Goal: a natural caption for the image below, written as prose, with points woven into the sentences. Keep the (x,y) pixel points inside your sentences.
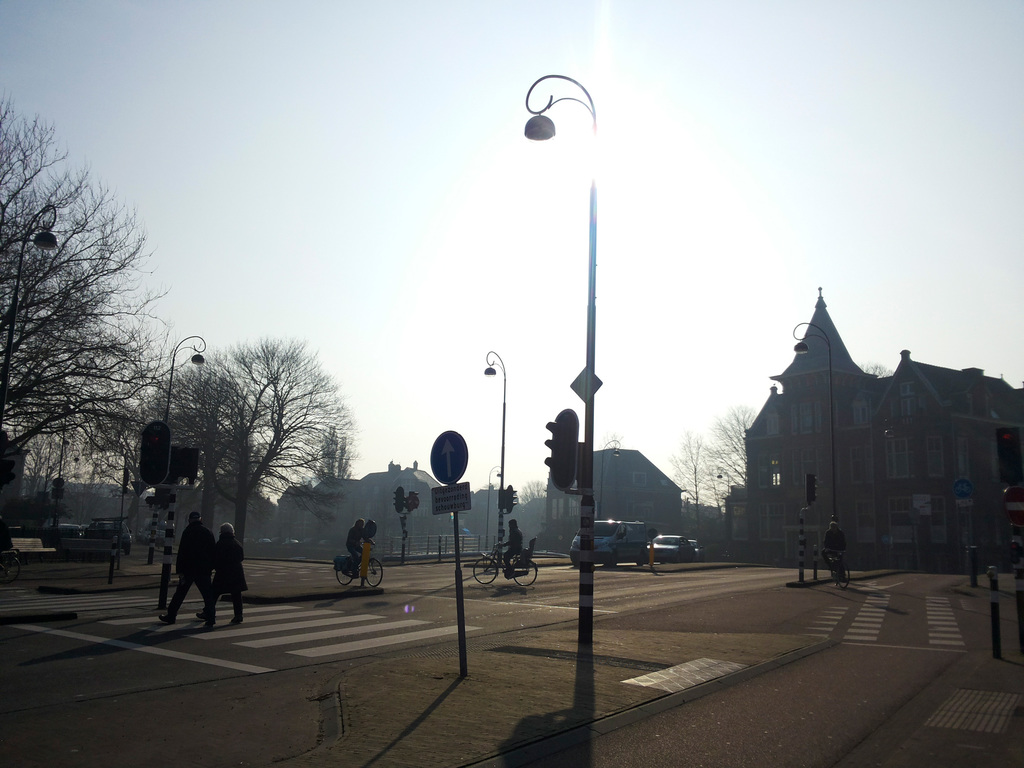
This picture is clicked outside the city. Here, we see three men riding bicycles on the road (446,582). We even see two people (235,611) crossing the road (367,645). There are vehicles (610,536) moving on the road (554,579). In the middle of the picture (568,494), we see traffic lights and we even see street lights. There are many trees (237,473) and buildings (751,472) in the background (769,528). At the top of the picture (588,70), we see the sky (610,72) and the sun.
